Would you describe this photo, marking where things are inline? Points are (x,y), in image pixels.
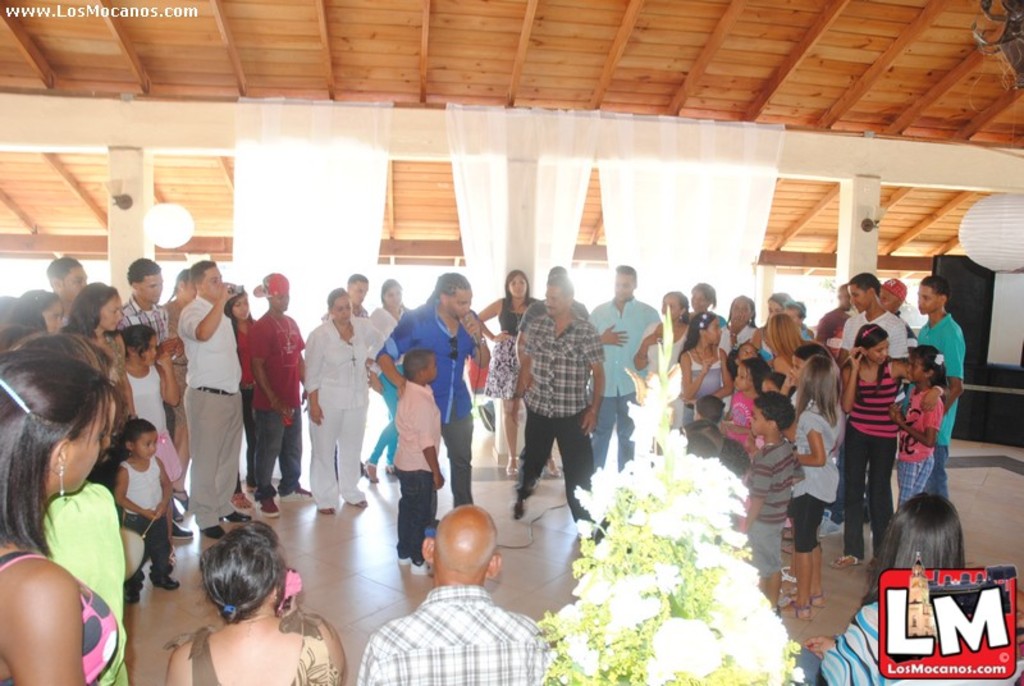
This picture describes about group of people (440,352), at the bottom of the image (644,549) we can find a plant (737,557) and a logo (912,612), in the background (739,271) we can see curtains (357,212) and a speaker (949,283), in the top left hand corner (89,9) we can see some text (100,8).
